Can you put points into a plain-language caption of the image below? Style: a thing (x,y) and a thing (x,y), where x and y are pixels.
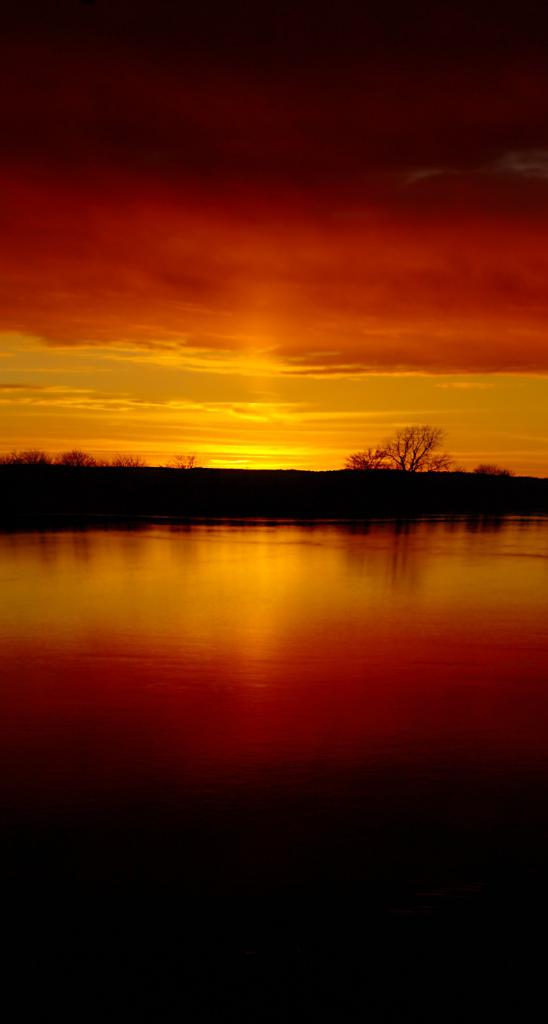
This picture might be taken outside of the city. In this image, in the background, we can see some trees (184,468). On the top (462,223), we can see a sky (232,433) which is sunny, at the bottom (402,716), we can see water (270,600) in a lake (270,600).
